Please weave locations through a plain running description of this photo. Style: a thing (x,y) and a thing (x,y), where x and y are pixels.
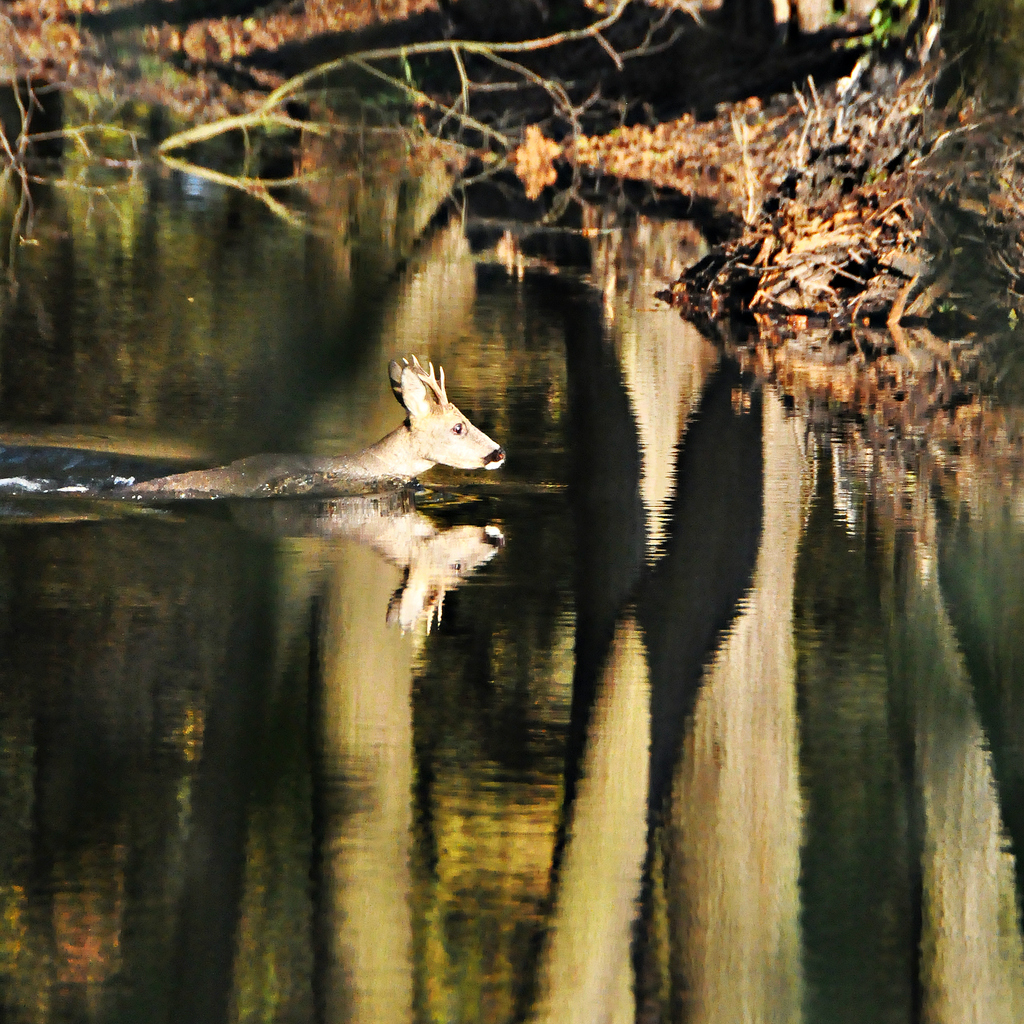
In this picture I can see there is a deer (459,423) in the water (377,600) and on to right (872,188) there is a tree (841,152) and the backdrop (190,14) is blurred.
